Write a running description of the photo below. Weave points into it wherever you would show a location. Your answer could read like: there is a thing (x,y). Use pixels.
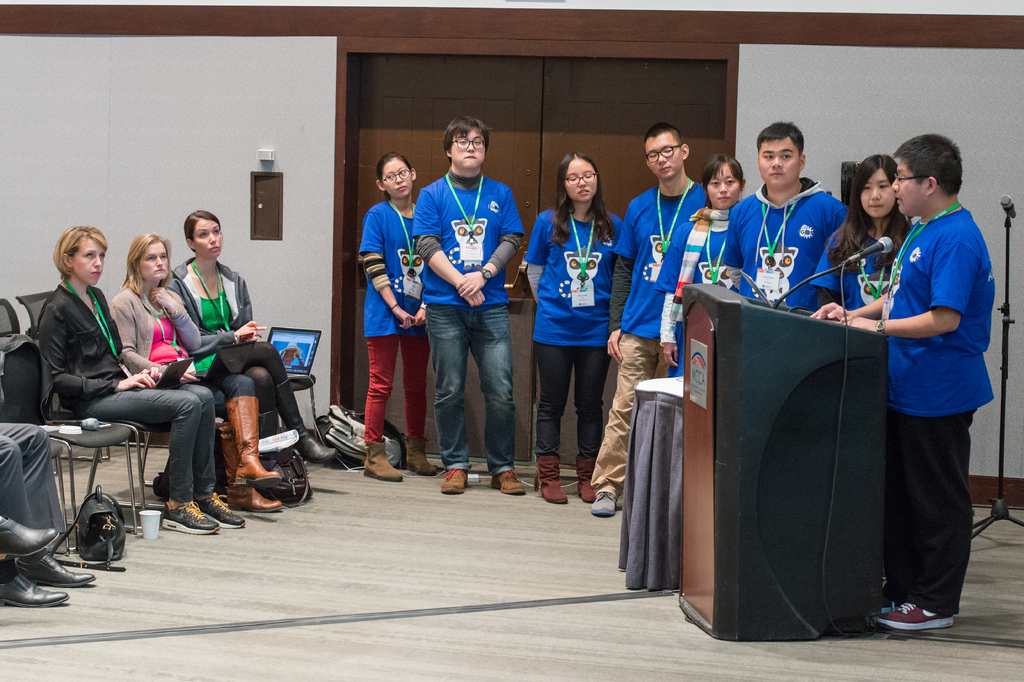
In this image we can see men (500,241) and women (599,243) are standing. We can see three women (154,405) are sitting on chairs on the left side of the image (190,356). On the right side of the image (946,577), one man (946,577) is standing. In front of him, podium (796,357) and table (664,485) is present. In the background of the image (500,114), we can see the door (436,105) and the wall (274,101). We can see a mic (1014,216) and stand (999,471) on the right side of the image (996,510). At the bottom of the image (512,629), there is a floor (265,630). On the floor (121,635) we can see bags (84,526) and cup (158,522).
